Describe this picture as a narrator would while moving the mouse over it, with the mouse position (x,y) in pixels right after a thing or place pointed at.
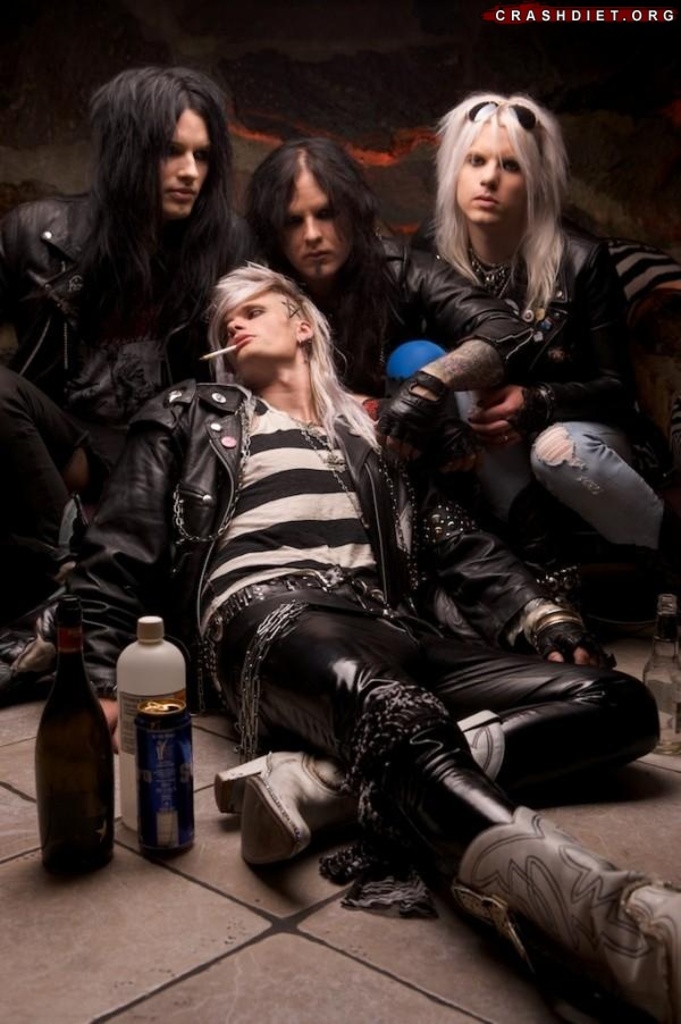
This image is clicked inside. There are four people (322,403) in this image. They are wearing black jackets (415,490) and shoes (11,653) there are bottles (140,626) on the left side (161,628) and a tin (174,705). The one who is on the right side (544,155) is wearing spectacles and he is with white hair (523,156).
